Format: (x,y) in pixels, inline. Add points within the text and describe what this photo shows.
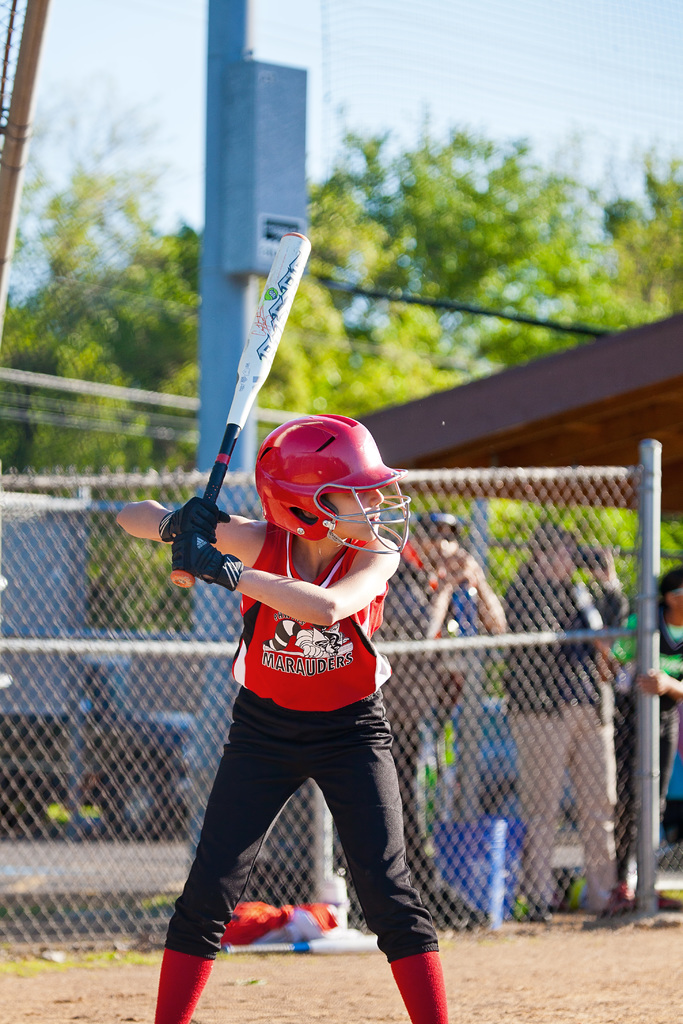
There is one person (323,746) standing in the middle (306,666) is holding a bat (268,358) and wearing a red color helmet (327,487). There is a fencing (423,648) in the background (145,715). There are some persons (544,732) standing as we can see from the fencing (535,704) on the right side of this image (510,701). There are some trees (176,385) at the top of this image (329,322).
